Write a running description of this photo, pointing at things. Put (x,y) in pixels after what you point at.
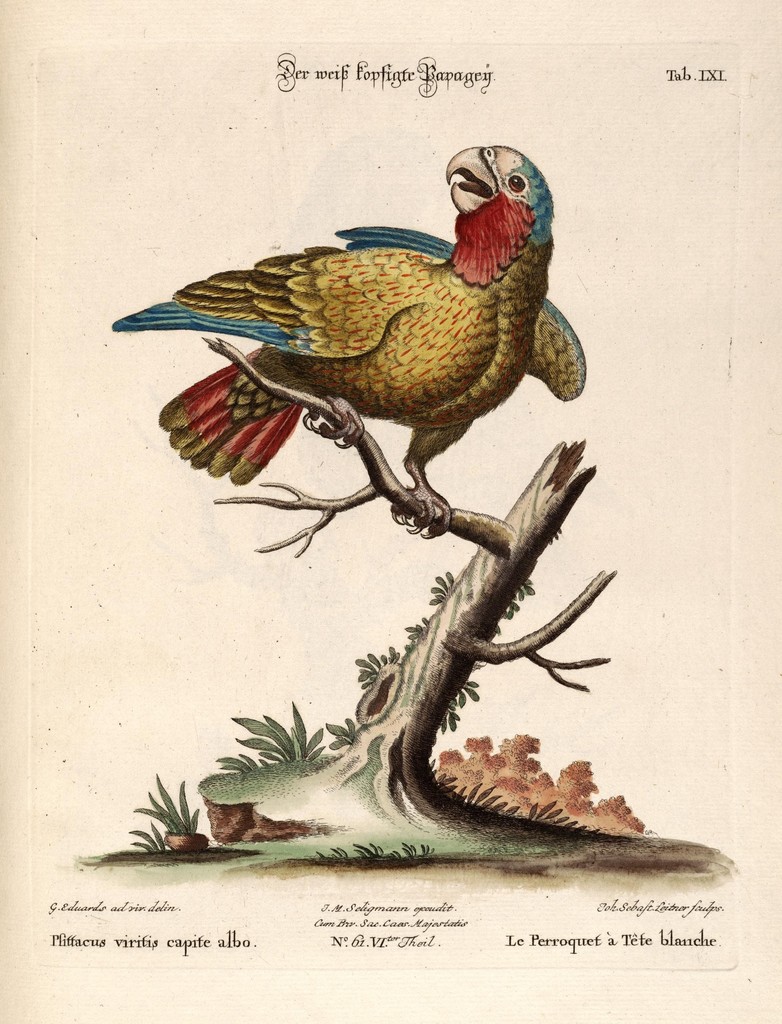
In this image there is a painting (253,455) of a parrot (365,395) on a plant (347,754), at the bottom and top there is some text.
